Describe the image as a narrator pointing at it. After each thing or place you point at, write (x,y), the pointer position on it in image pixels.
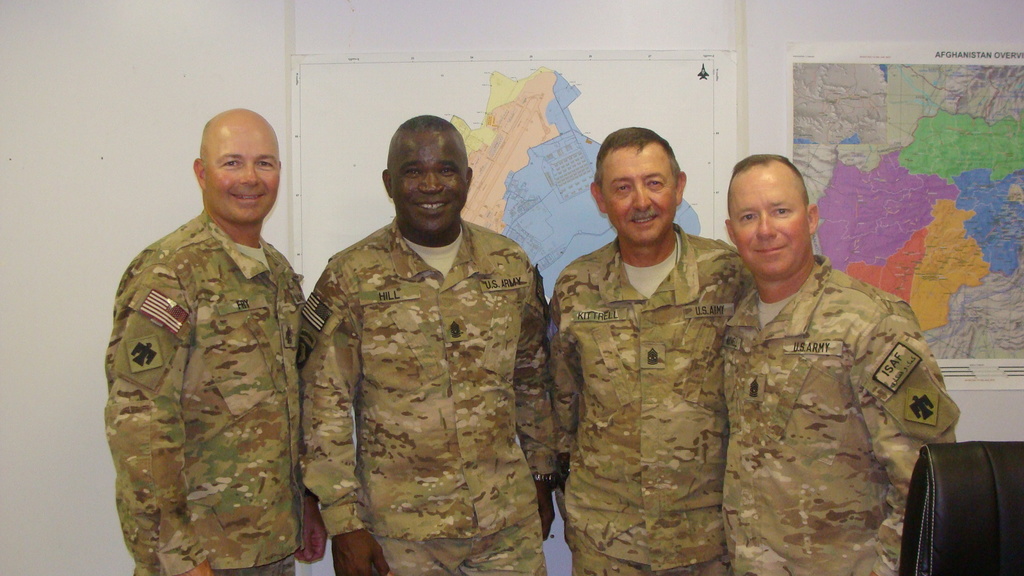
In this image we can see four persons (830,412), behind them there are maps (884,195) on the wall (793,26), there is a chair (933,526) in front of them, also we can see some text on the map (967,284).
